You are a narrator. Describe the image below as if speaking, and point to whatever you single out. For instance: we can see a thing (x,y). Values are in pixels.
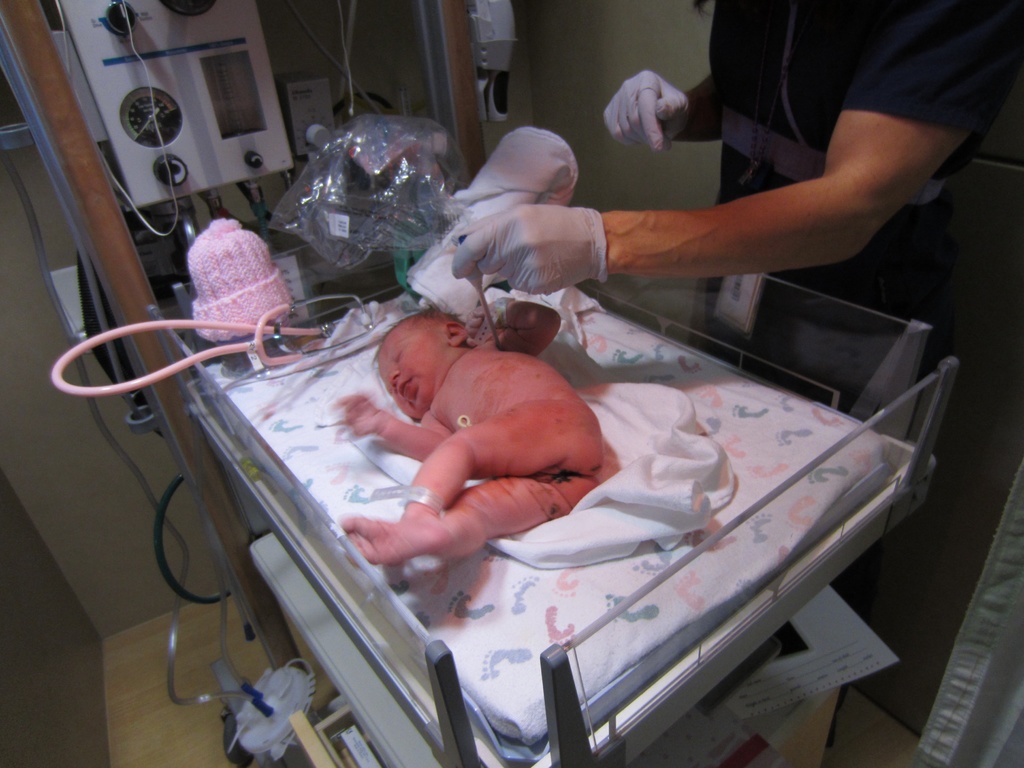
A little baby (439,465) is there on the bed (554,553), on the right side (791,133) a person (792,190) is there, this person (754,228) wore hand gloves (602,218).
